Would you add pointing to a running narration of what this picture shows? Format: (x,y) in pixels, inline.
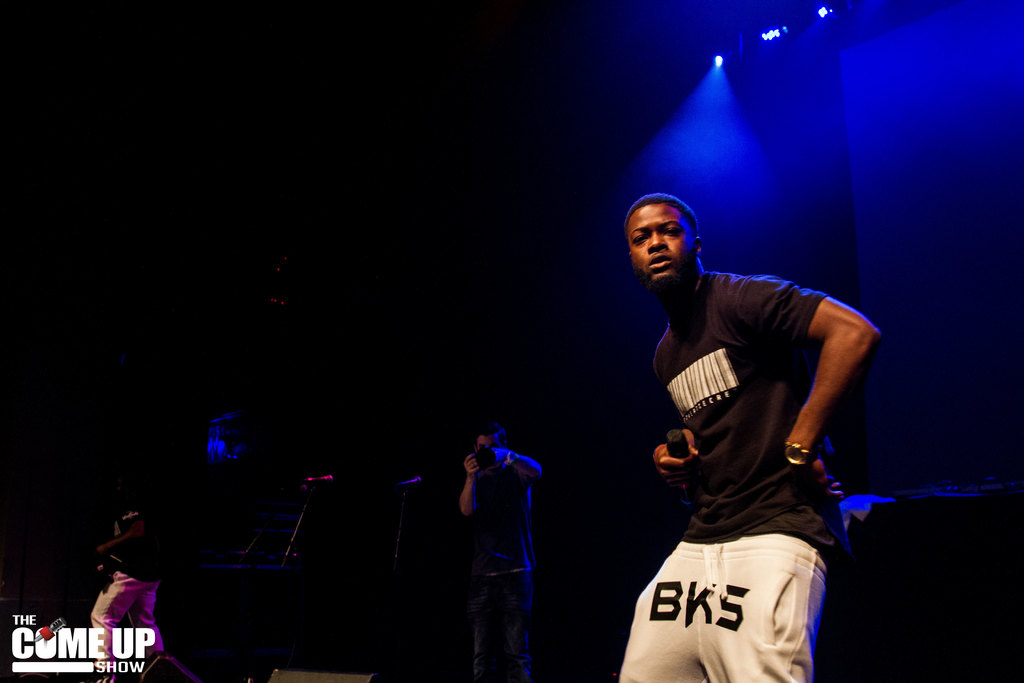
In the foreground of the image (632,637) there is a person (690,221) wearing black color t-shirt (759,278). In the background of the image (497,485) there is a person (476,482) holding a camera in his hand (471,470). To the right side (720,71) top of the image (830,19) there are lights (722,58).
